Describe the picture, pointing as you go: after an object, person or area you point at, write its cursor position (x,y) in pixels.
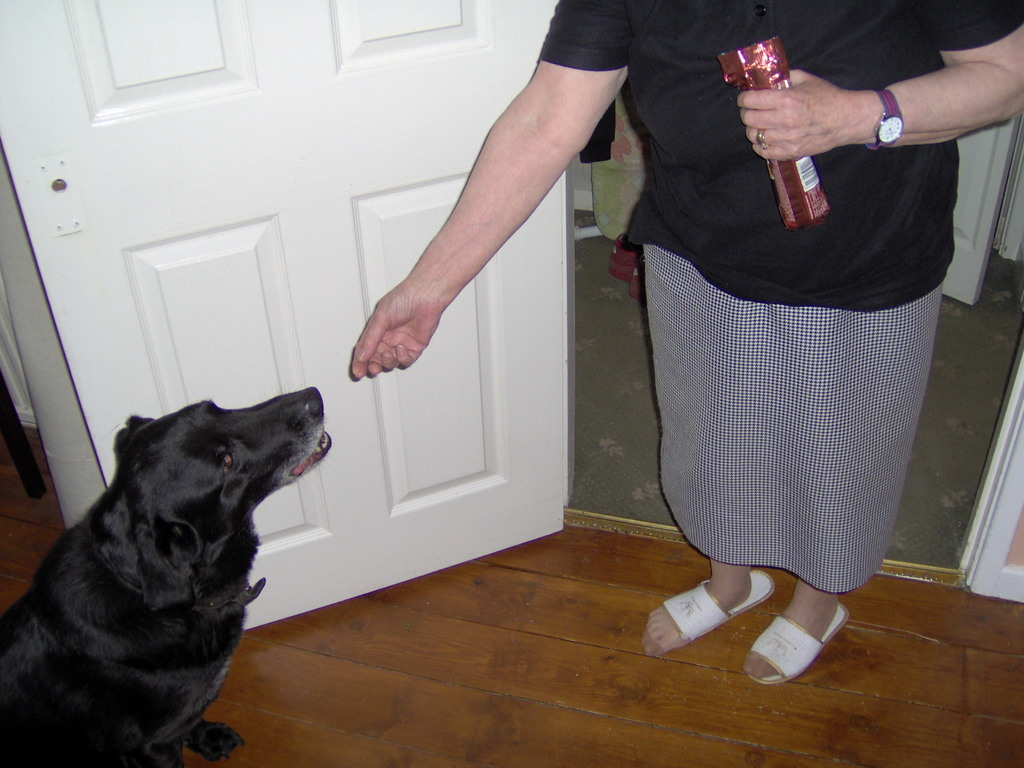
On the left side of the image (110,523) we can see a dog (123,583). On the right side of the image (837,253) we can see a lady (658,10) is standing and holding a biscuit packet (803,205) in her hand (768,108).
